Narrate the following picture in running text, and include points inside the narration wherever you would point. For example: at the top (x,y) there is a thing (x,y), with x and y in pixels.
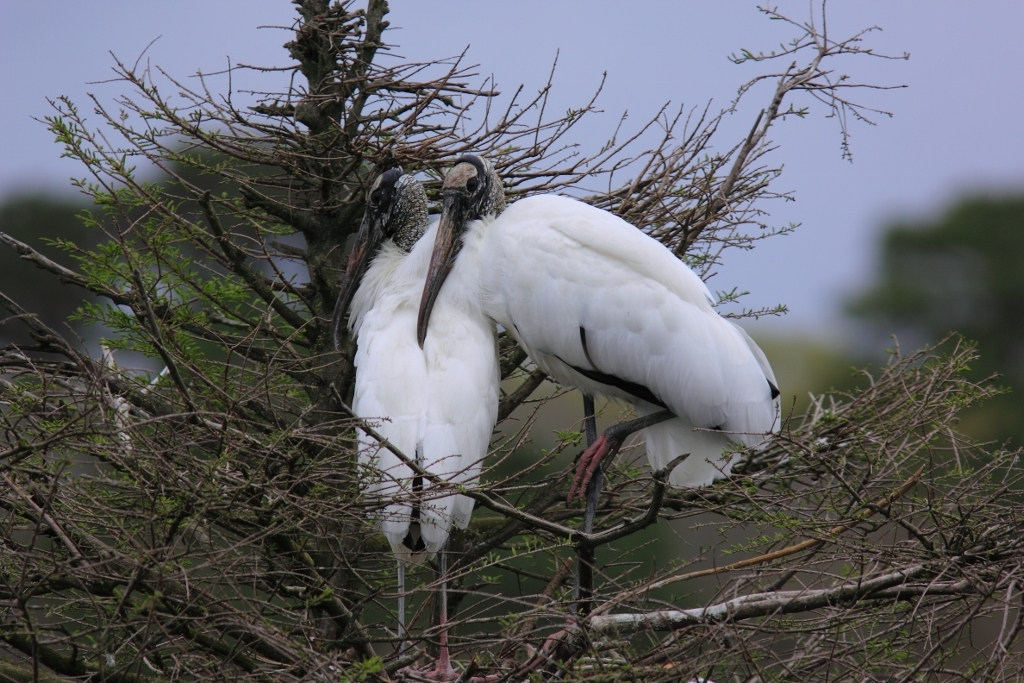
In this image we can see two birds (653,354) on the tree (894,541). In the background of the image (524,413) there is a blur background (979,310).
